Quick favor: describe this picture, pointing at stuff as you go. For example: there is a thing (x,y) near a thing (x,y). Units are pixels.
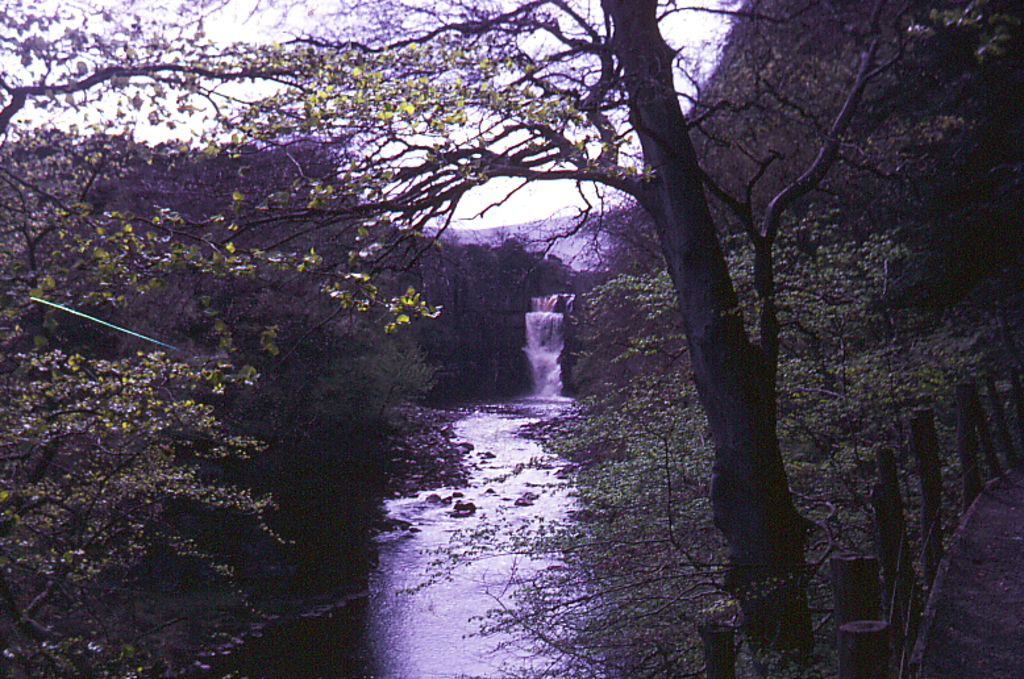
In this picture we can see waterfall (557,322). On the right (921,405) we can see many trees (938,414). On the background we can see mountain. Here it's a sky (569,167). On the bottom (481,605) there is a water (460,606).
